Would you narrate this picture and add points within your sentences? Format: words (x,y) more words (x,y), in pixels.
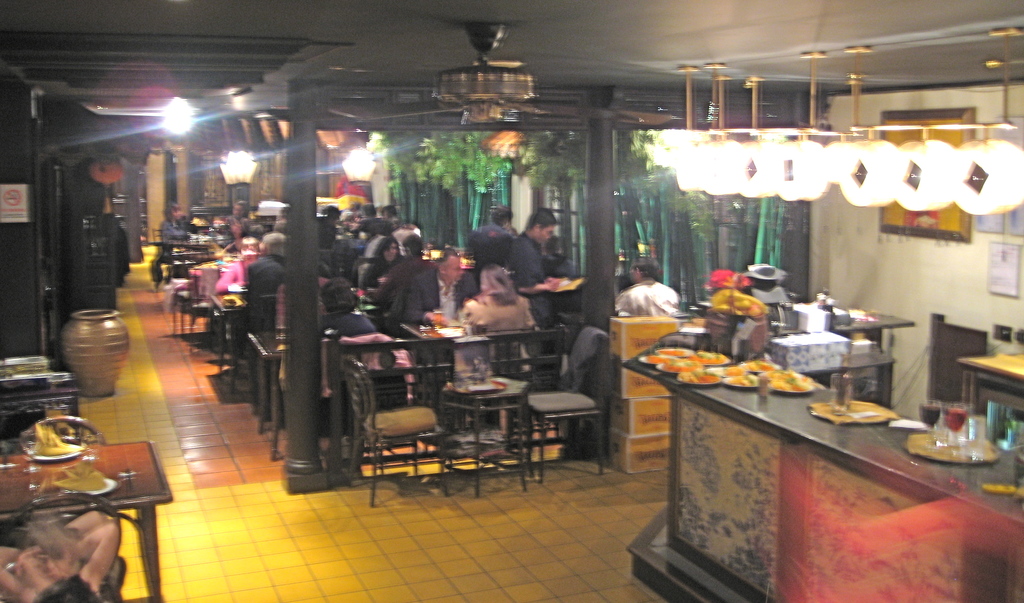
This image is taken in a restaurant (506,333) filled with the tables (460,390), chairs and people (395,272). The tables (473,398) are arranged in a center between the pillars (290,393). To the right corner (723,512) there is a kitchen department (820,573) and some lanterns (857,179) are hanged to the ceiling (812,38). There are some food plates (750,379) in the table (859,445). To the left corner (140,471) there are some empty tables (54,389) and one jar (76,354).
